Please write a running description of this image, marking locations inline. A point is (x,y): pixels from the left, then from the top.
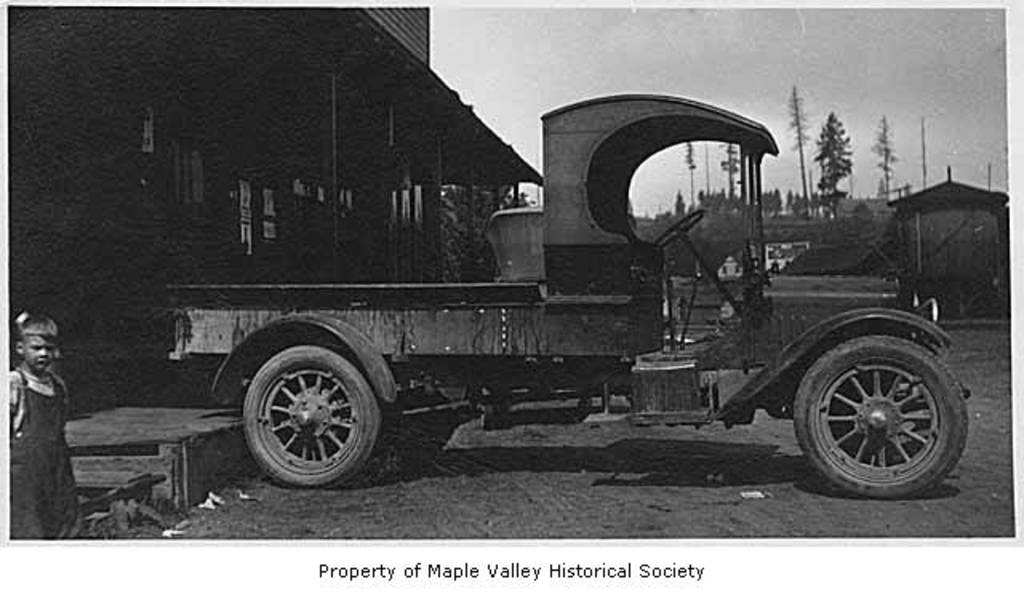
This is a black and white image. In the center of the image (432,310) we can see vehicle (559,389) on ground (459,470). On the left side of the image (124,115) there is a building (44,308) and kid (67,419). In the background (915,194) we can see trees (679,198), buildings (728,262) and sky (748,44).
